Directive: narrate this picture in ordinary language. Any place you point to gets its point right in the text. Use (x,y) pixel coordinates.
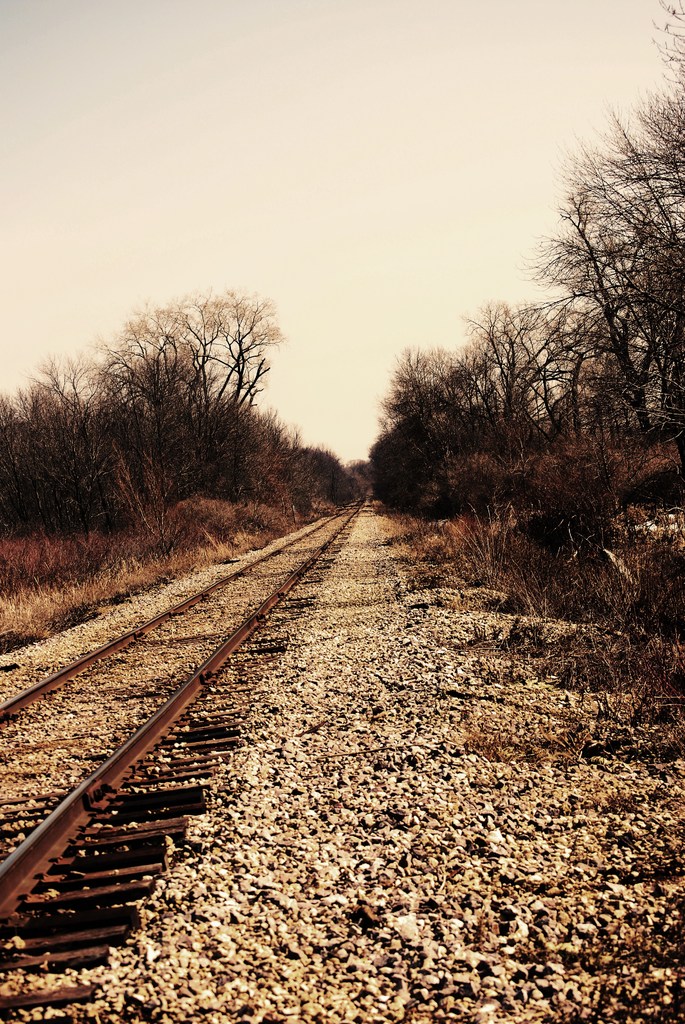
Here, we can see a railway track (147,817) and there are some trees (238,475), at the top (275,163) there is a sky (219,185).
